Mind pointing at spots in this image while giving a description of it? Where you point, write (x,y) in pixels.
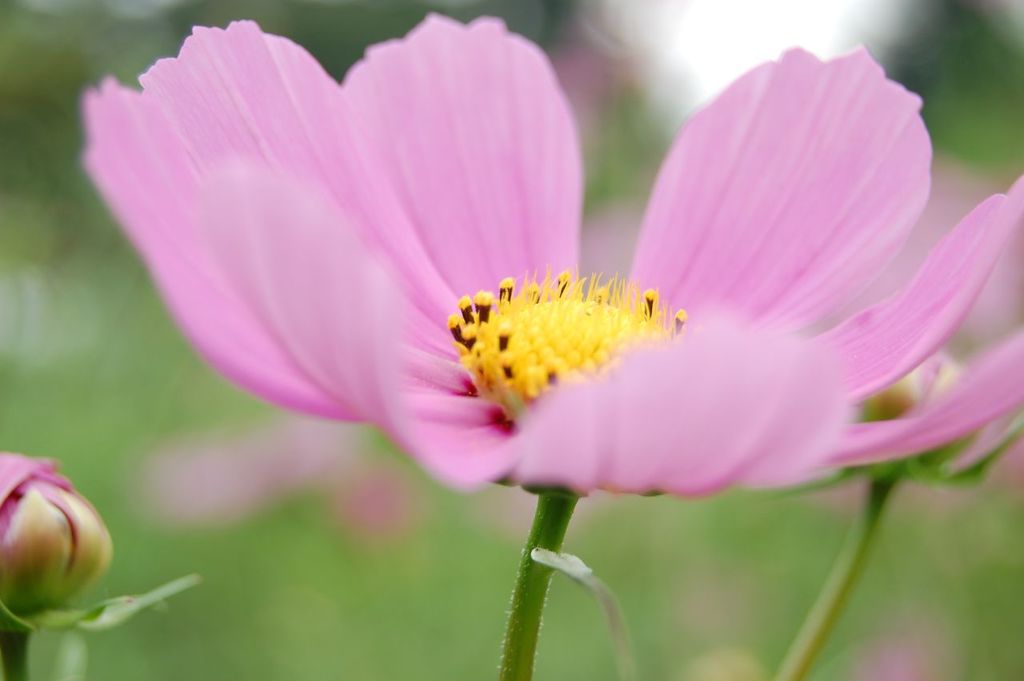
In this picture there is a pink color flower (482,152) and there is a yellow color object (593,327) in between it and the background (151,370) is greenery (317,528).
